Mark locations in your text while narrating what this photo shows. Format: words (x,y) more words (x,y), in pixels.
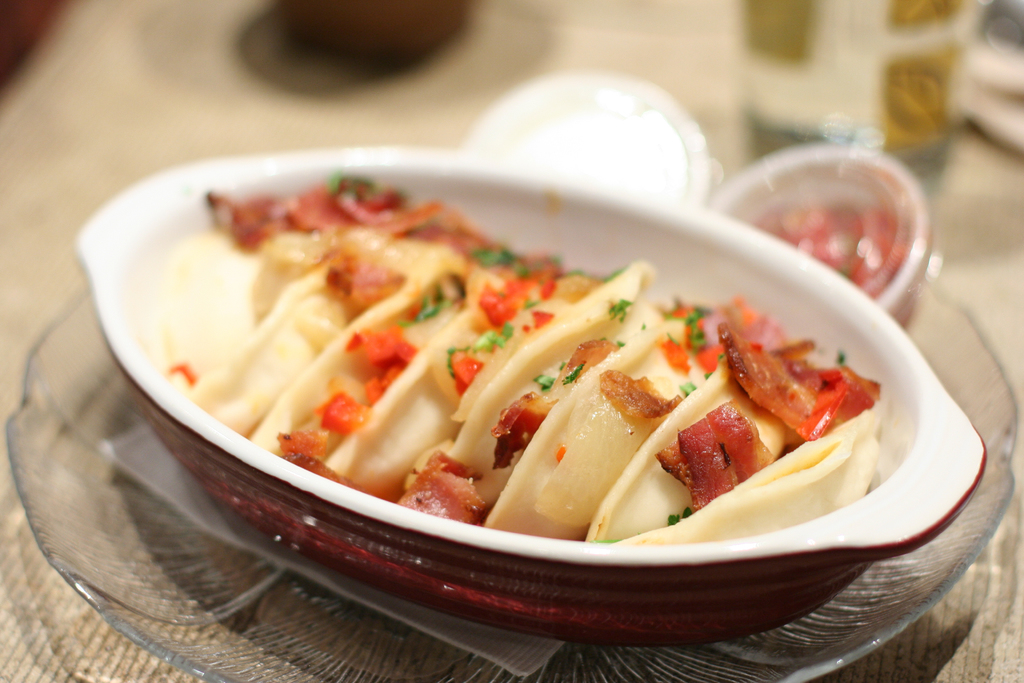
In this image I can see the bowl (920,507) with food (404,459). I can see the bowl (661,593) is in white and maroon color and the food (366,425) is in cream, green and red color. To the side I can see few more objects (568,166). These are on the cream color surface (65,148).
